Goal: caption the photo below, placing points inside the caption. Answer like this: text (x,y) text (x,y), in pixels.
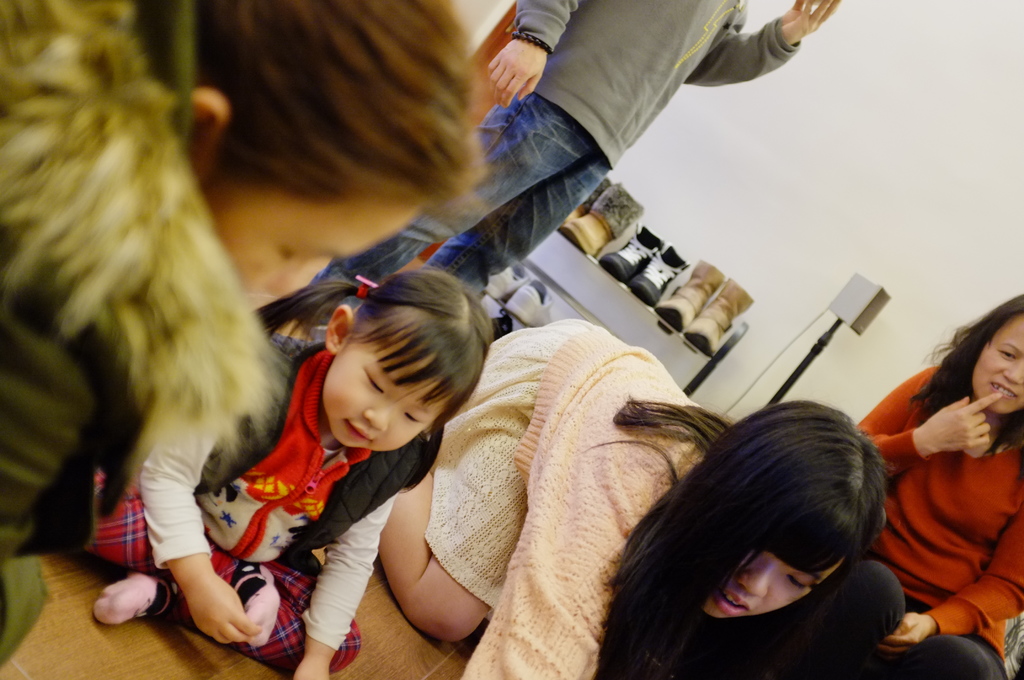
There are children (594,412) playing on the floor (389,605). In the background (966,436), there is a woman (919,411) in orange color t-shirt (1002,516) sitting on the floor (432,664), there is a person (654,66) who is in gray color t-shirt (659,34) and is standing on the floor (433,650), there are shoes (728,296) arranged on the shelves (625,302) near a stand (860,296) and there is white wall (897,69).
